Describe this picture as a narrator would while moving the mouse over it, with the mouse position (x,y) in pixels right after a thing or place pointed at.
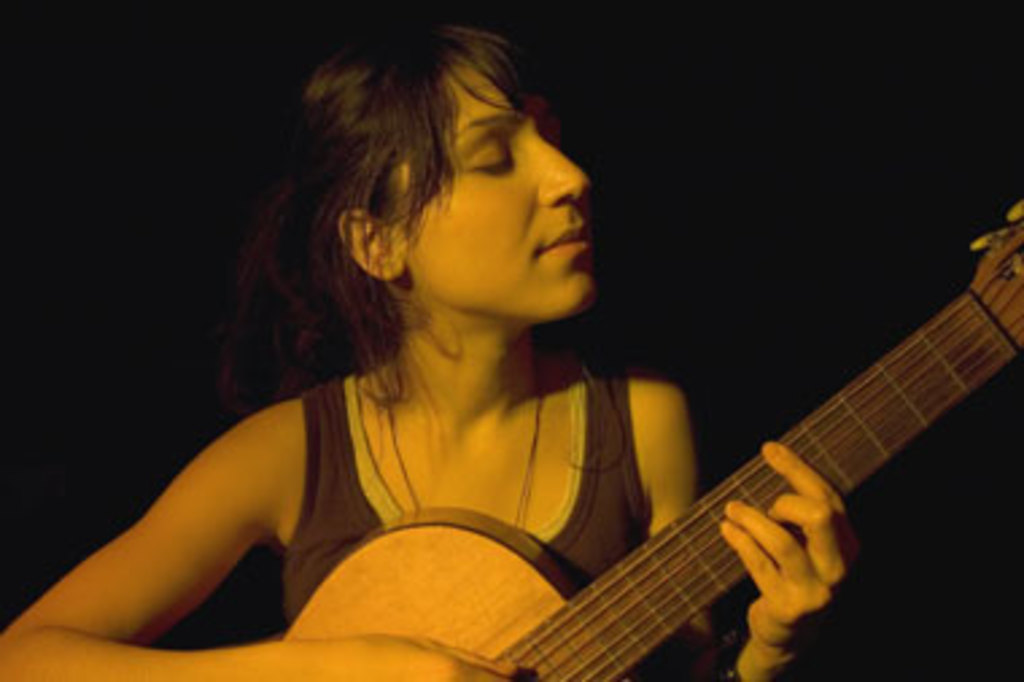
In this picture we can see a woman (431,680) who is playing guitar (670,589).
